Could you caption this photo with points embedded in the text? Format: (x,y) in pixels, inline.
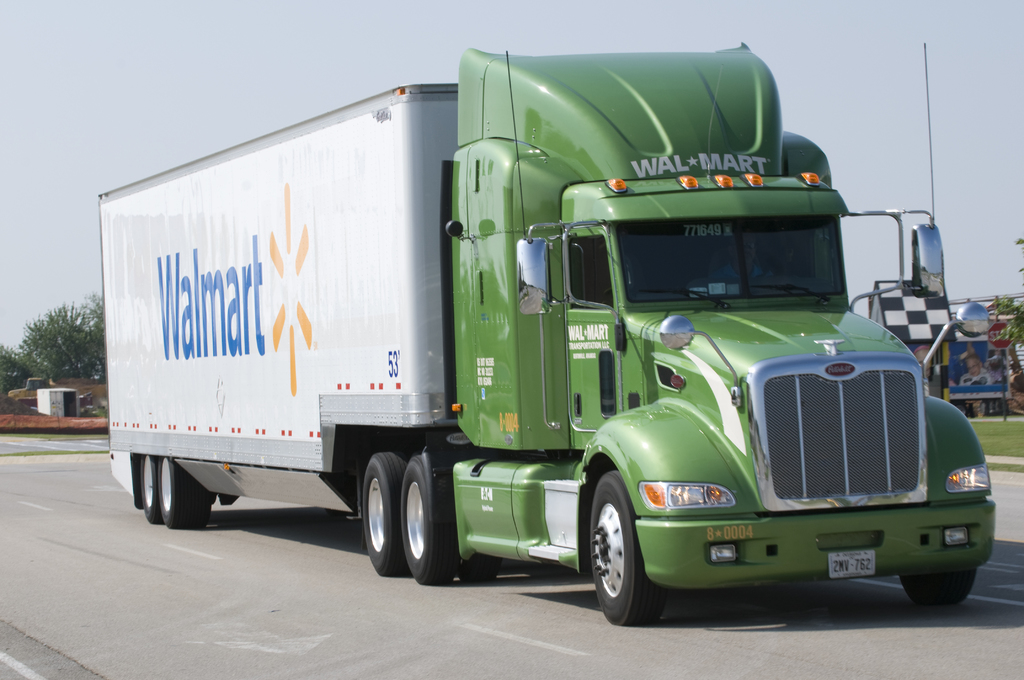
In this image in the center (491,350) there is a vehicle (296,372) which is green and white in colour and there is some text (255,311) written on it. In the background (83,350) there are trees (50,347). On the right side (1006,452) on the ground (995,434) there is grass (1003,439) and there is a banner (981,371) and the sky (912,146) is cloudy.
